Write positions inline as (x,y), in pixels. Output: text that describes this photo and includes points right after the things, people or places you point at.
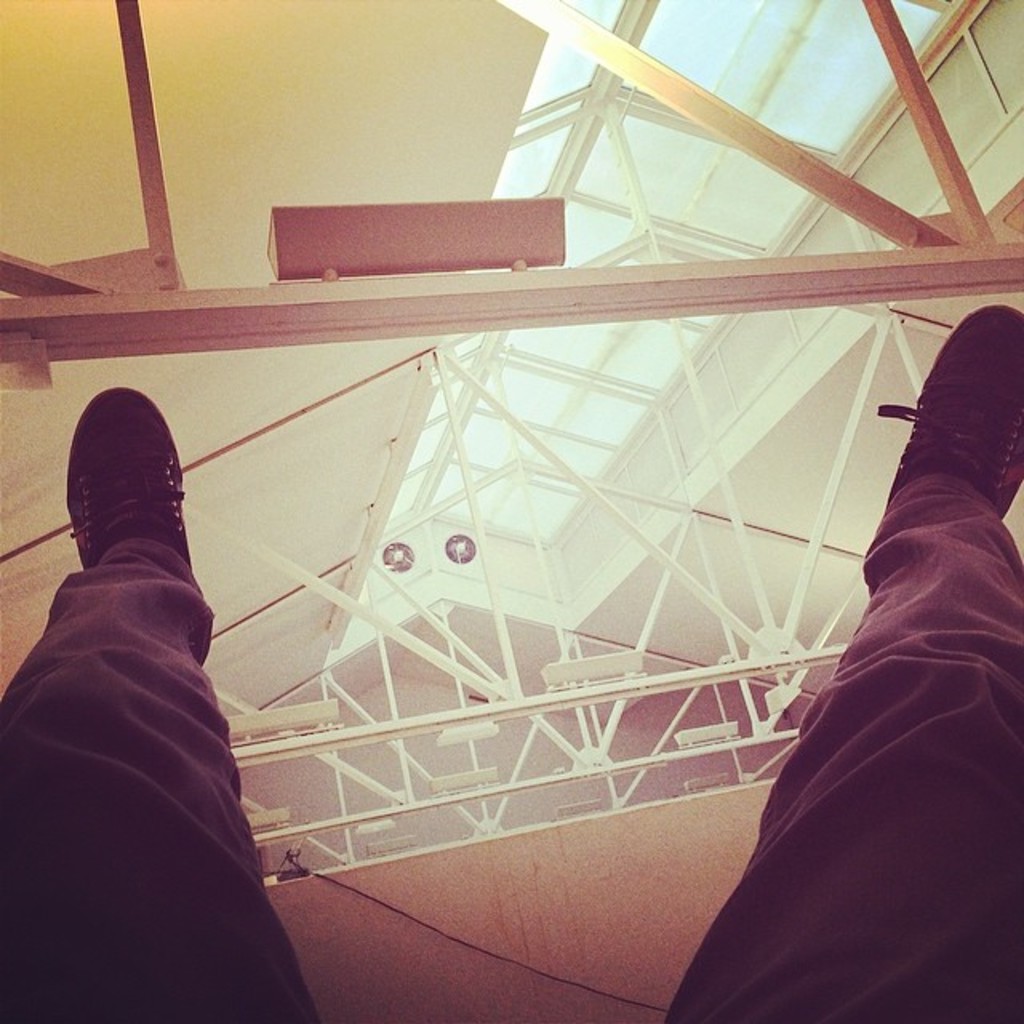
There are legs (880,791) of a person (894,791) wearing trouser (960,531) and shoes (963,444). There is roof (418,537) and 2 exhaust fans (457,556) are present at the back (404,548).
